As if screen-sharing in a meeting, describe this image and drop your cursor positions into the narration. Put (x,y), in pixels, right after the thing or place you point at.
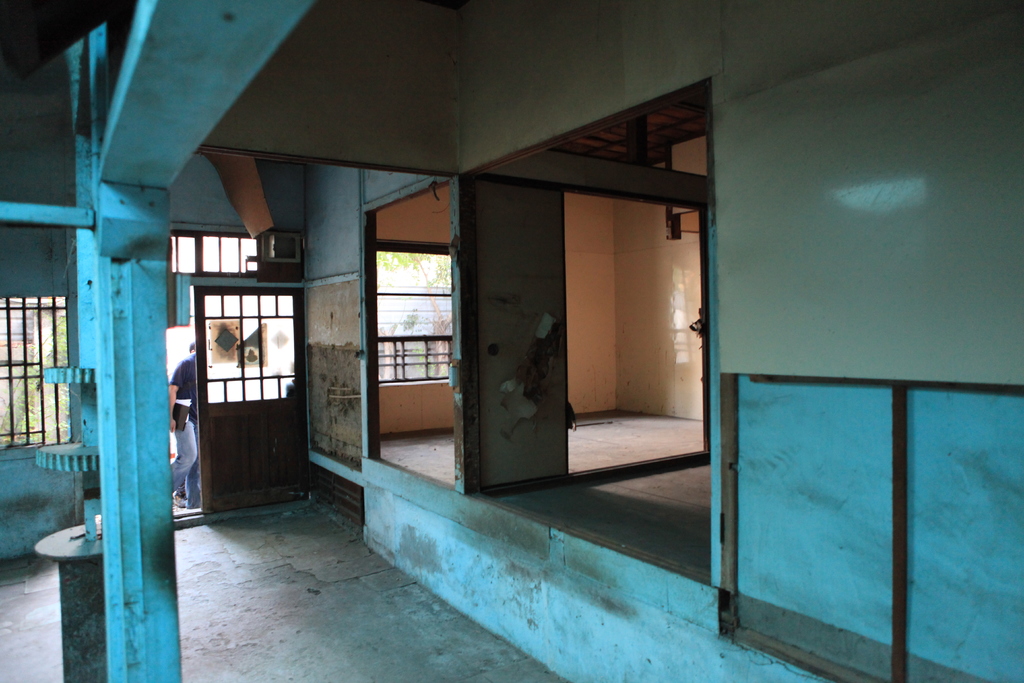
This image is taken indoors. At the top of the image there is a roof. In the background (457,151) there is a wall (596,325). There is a door (208,392) and there are two windows (40,370). Through the windows (387,326) we can see there are few trees (436,309) and is a person (186,392). At the bottom of the image (332,643) there is a floor (350,651). On the left side of the image (94,403) there is a metal object (98,436). In the middle of the image (465,372) there is a pillar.
